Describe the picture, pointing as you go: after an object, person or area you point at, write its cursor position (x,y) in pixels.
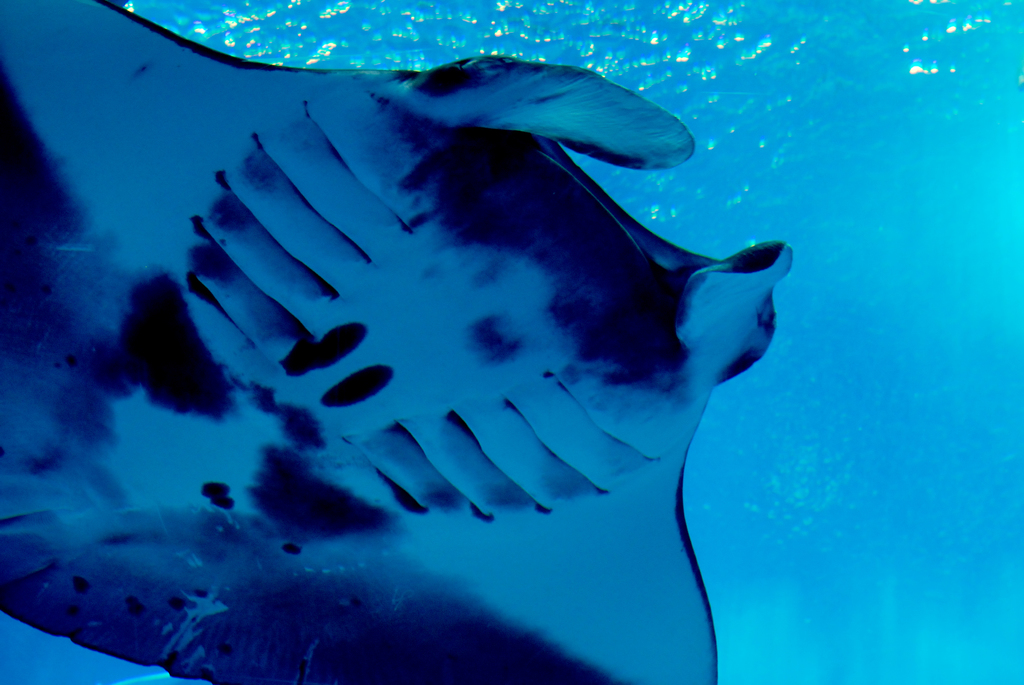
Here we can see a manta ray (384,207) in the water (708,118).
